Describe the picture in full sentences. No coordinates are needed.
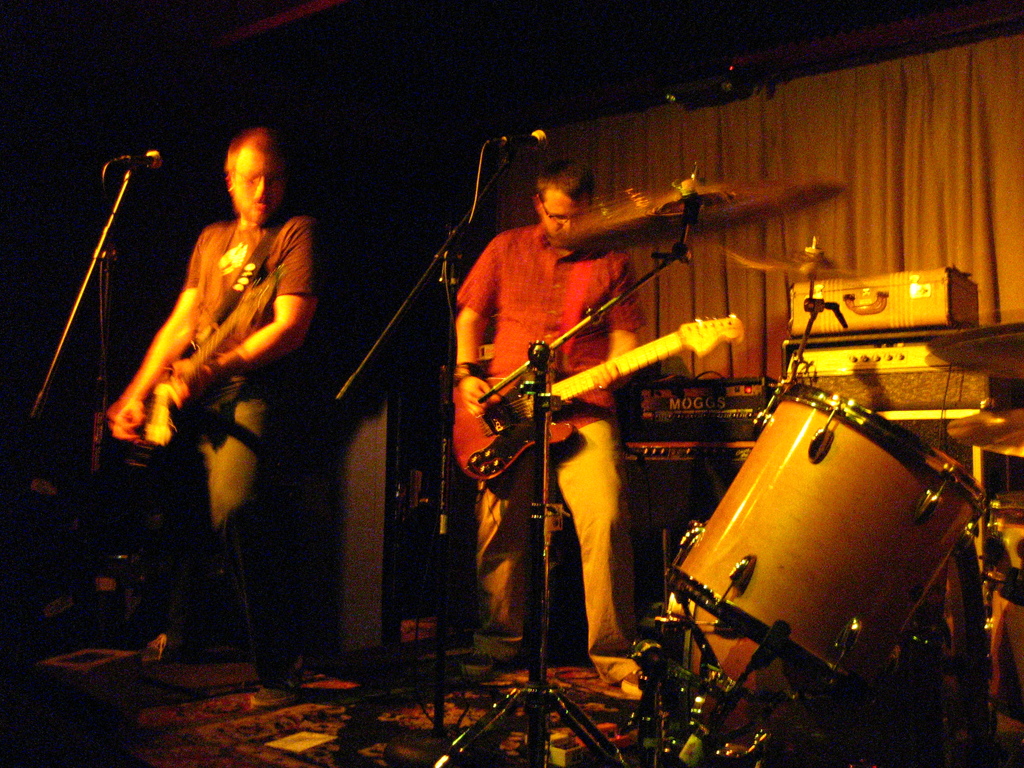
In this image I see 2 men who are standing and they are with the guitars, I can also see few musical instruments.
